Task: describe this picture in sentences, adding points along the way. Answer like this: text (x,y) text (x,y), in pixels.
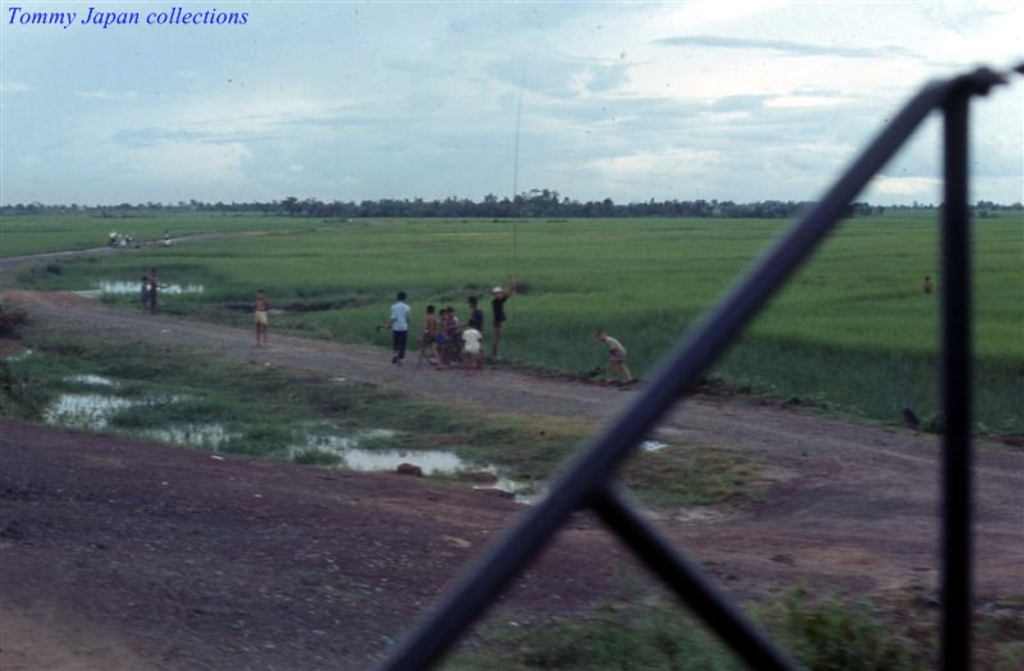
In the center of the image (476,356) there are kids (476,356). In the background (651,320) there are fields (501,243) and trees (761,210). At the top (386,117) there is sky (650,106). At the bottom (592,465) there is a fence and water (212,438).
